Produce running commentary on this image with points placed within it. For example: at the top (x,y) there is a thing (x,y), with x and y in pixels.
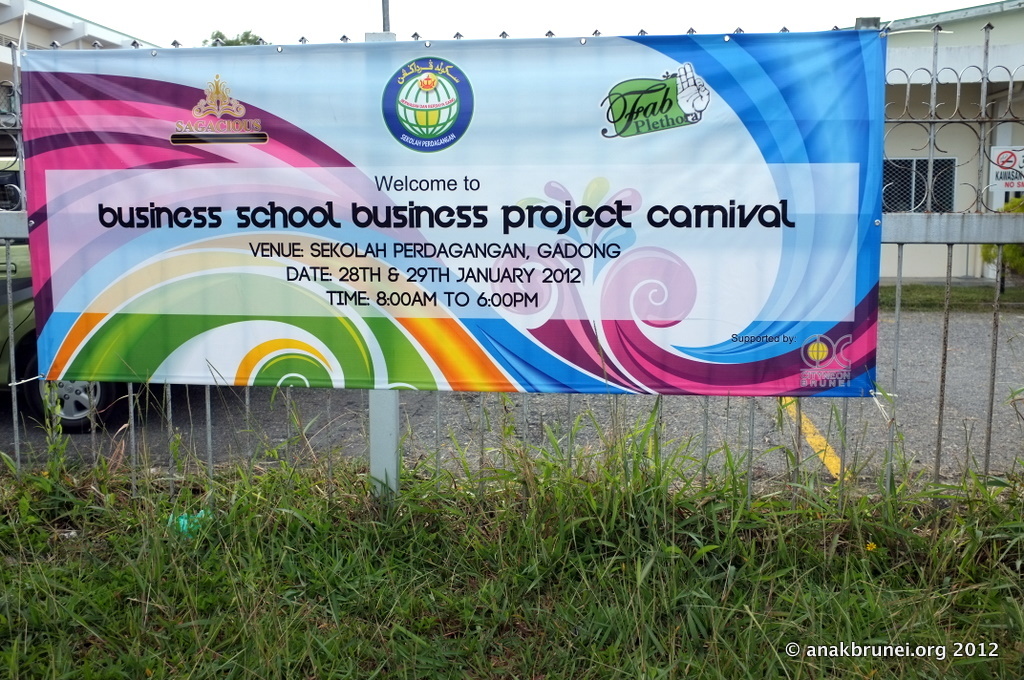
In this image we can see there is a poster (648,109) with some text (434,216) on the fence (900,382), in front of it there is grass (269,647) and behind it there are buildings (1022,132), a signboard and a vehicle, in the background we can see the sky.
